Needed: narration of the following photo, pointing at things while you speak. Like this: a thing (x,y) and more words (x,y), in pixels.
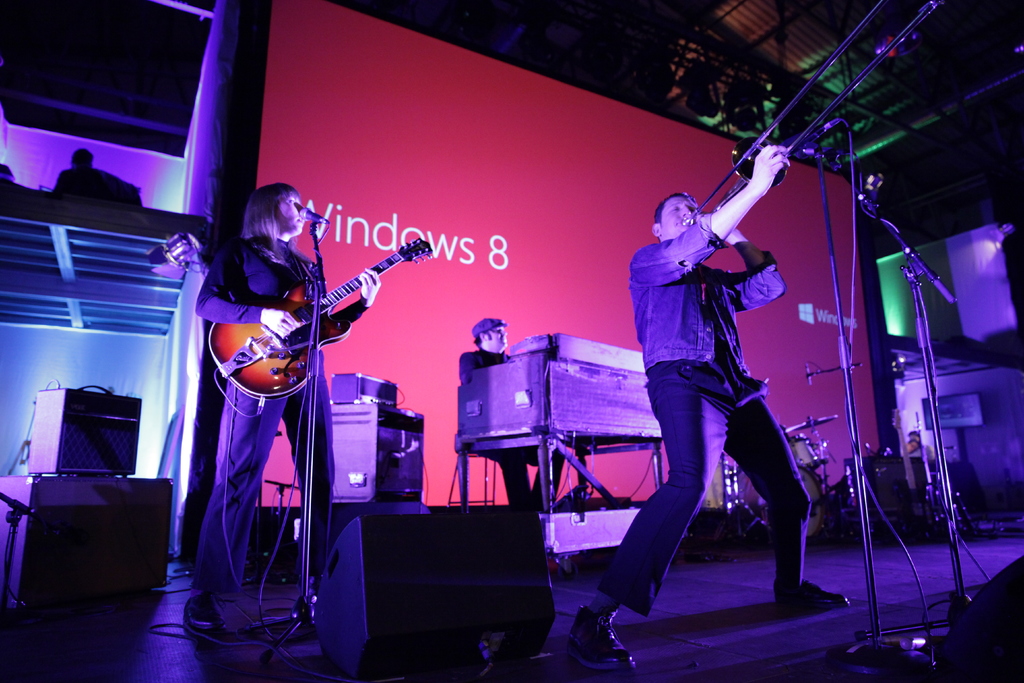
In the image we can see there are people (266,324) on stage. This is a guitar (327,342), microphone (312,220) and a musical instruments (499,376). Back of them there is a poster (431,168).
